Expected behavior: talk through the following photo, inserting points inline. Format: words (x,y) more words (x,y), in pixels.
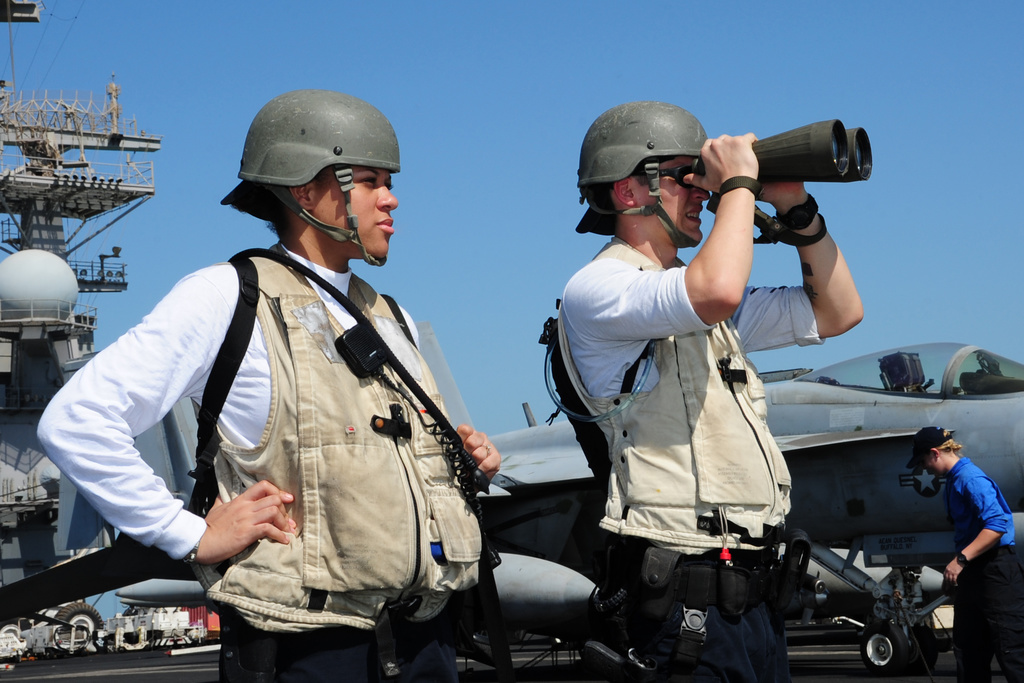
There are two persons (350,499) in beige color vests (656,500) standing. One of them is holding a binocular (856,145) and is watching something. In the background (944,460), there is a person (958,447) in blue color shirt (953,476) walking near an aircraft (936,399) which is parked on the deck (858,674). There is a tower (3,211) and there is blue sky (854,117).
